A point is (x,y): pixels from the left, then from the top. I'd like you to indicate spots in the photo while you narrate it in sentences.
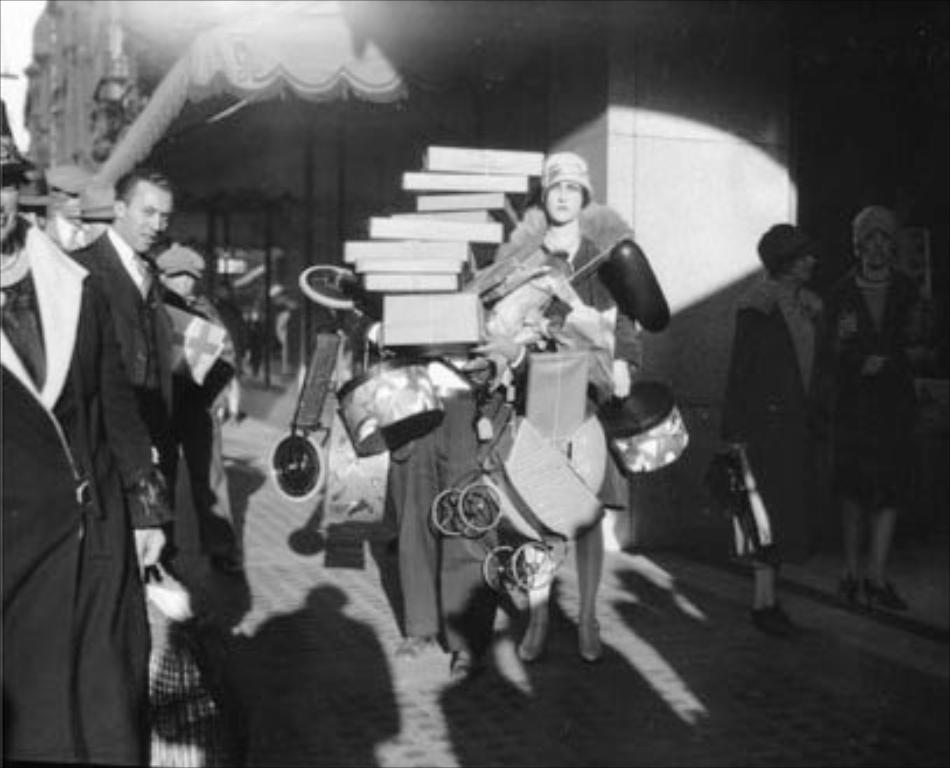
There are persons (38,517) in different dresses (157,267), one of them is holding boxes (585,396) and toys (585,432) on the footpath (723,673) near building (406,147). Which is having glass windows (509,105).
